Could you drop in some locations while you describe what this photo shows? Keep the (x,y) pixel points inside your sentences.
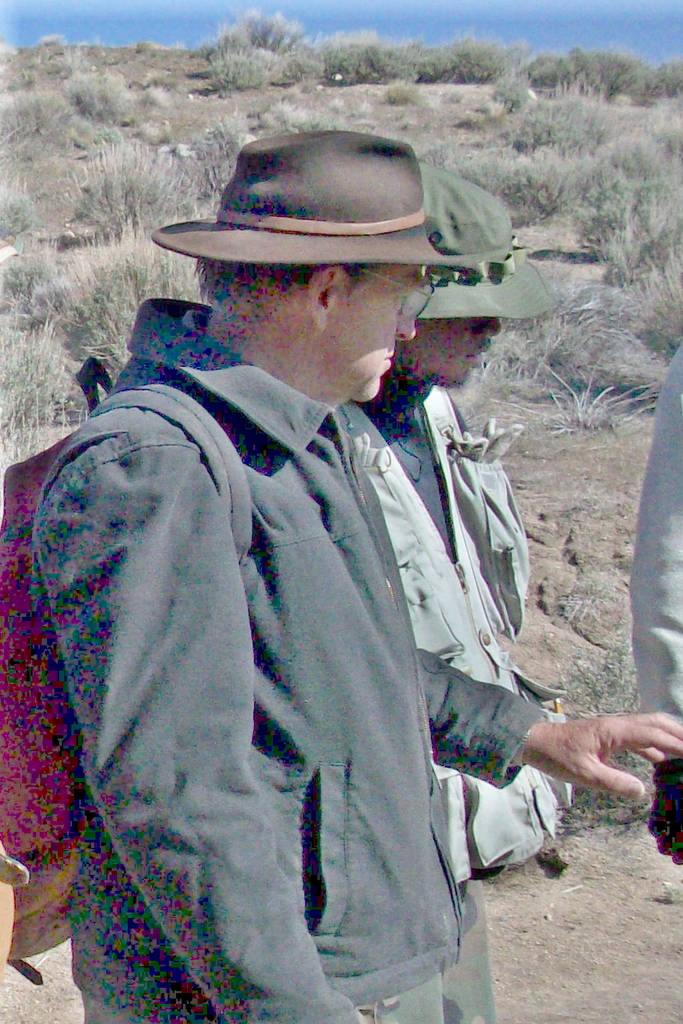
There are two men (429,660) standing. These are the bushes (610,367). On the right side of the image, I can see a person's hand (656,733). This man (44,612) wore a backpack bag (37,493).
